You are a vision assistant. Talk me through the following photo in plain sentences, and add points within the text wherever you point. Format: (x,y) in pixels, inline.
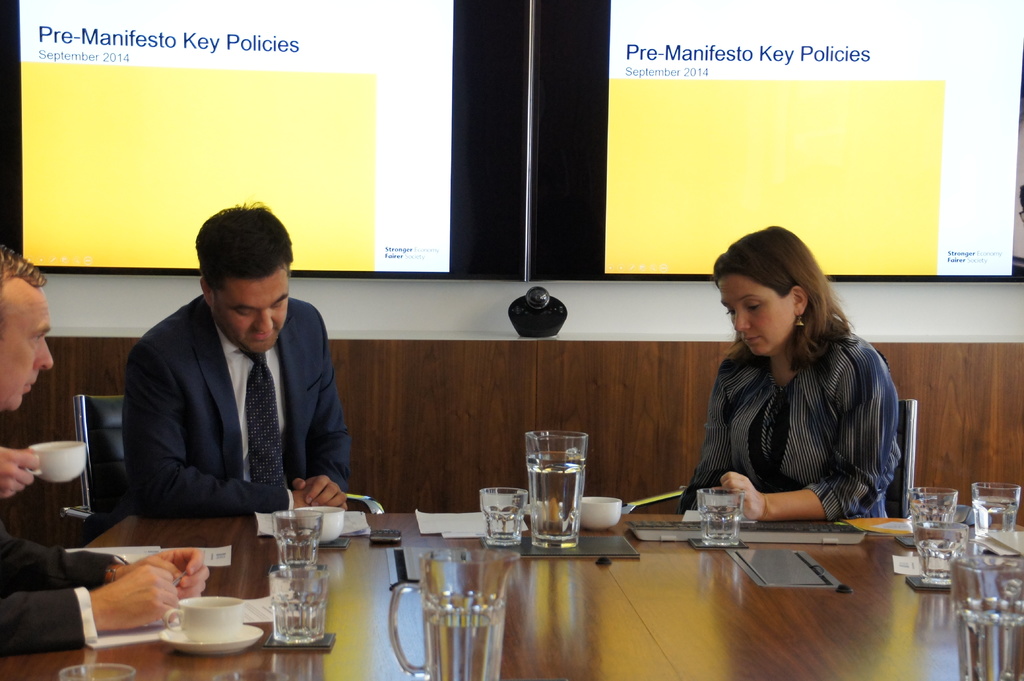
In this picture we can see a man (210,506) and woman (736,366) sitting on the chair (670,497) near the table (685,550). On the table (671,557) there were different glasses (553,503), cups (207,625), saucer (217,647), mobile phones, papers (115,641) and e. t. c. On the back of them there was a screen (657,110), on the screen (775,83) there were different words (188,40).
